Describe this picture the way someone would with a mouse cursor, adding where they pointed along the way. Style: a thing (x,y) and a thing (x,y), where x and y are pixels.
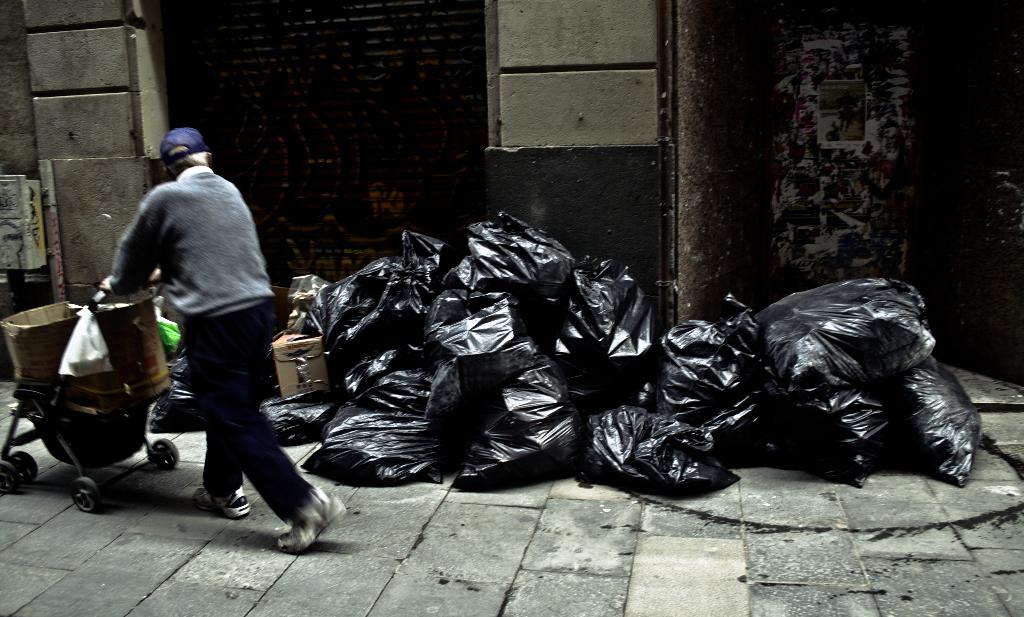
In this image there are garbage covers (549,361) kept on the floor (596,501). They are packed in the black colour cover (762,360). On the left side (192,330) there is a person (260,425) walking on the floor (198,532) by holding the trolley (68,436). In the background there is a wall (323,117).
